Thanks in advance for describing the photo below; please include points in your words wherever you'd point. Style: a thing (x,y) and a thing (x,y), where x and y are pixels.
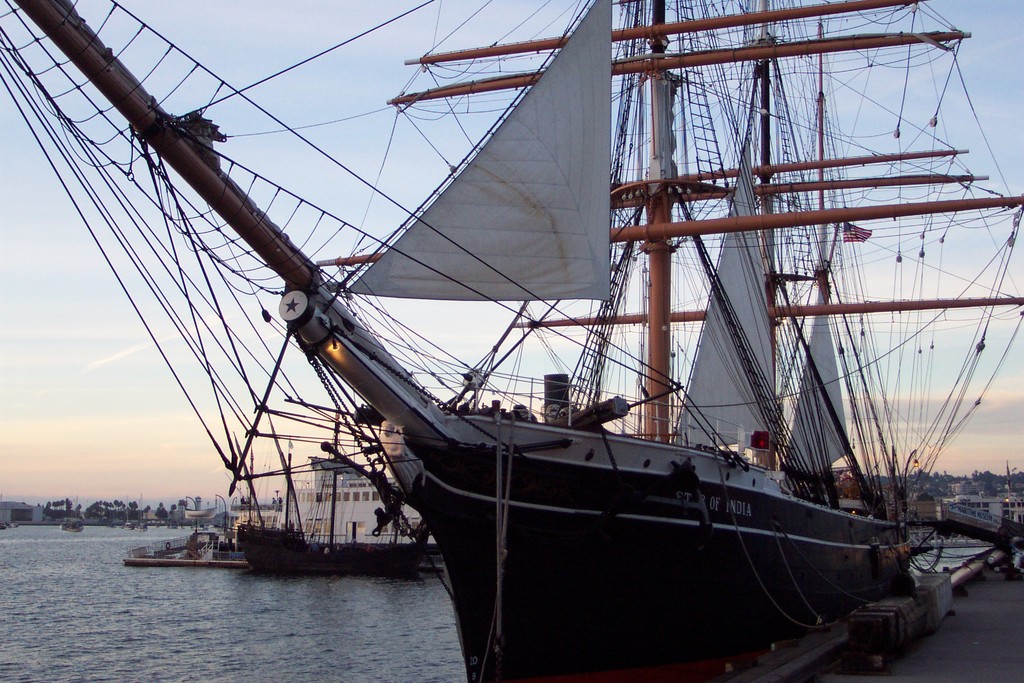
In the image there is a water surface (93,533), on the water surface (33,669) there are ships (699,464) with many wires (690,105) and poles (628,317), on the right side (834,671) there is a pavement (950,676) and in the background (112,503) there are trees (113,512) and buildings (6,511).
